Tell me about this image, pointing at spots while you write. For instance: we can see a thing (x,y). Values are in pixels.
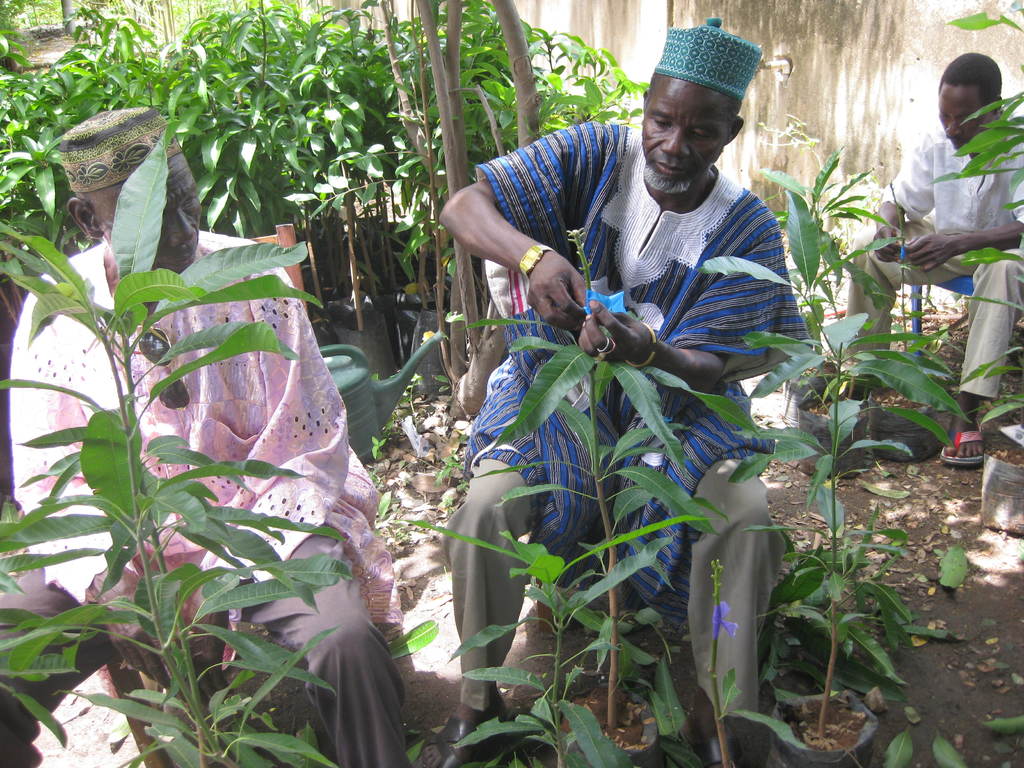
In the center of the image (628,422) there are people (562,441) sitting on chairs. There are plants (646,383). In the background of the image (437,156) there are plants (400,152). There is wall (876,58). To the right side of the image (914,162) there is a person (958,108) sitting on chair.
